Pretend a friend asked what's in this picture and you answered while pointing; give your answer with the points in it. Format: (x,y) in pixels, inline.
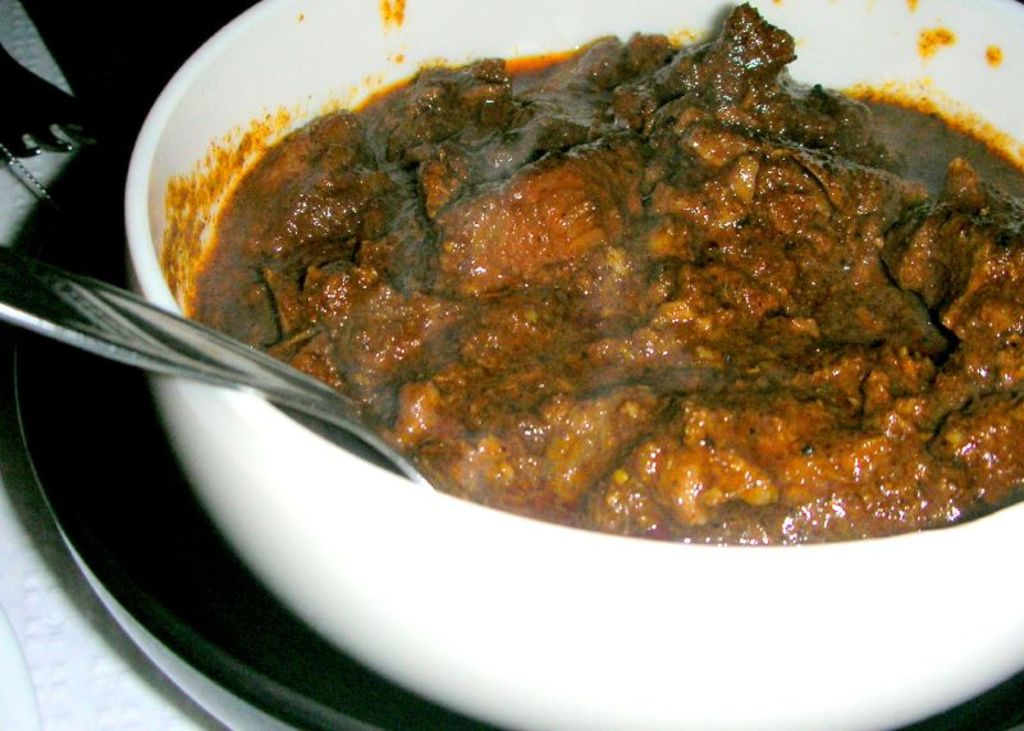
In this picture we can see a table (40,117). On the table (25,95) we can see fork (33,105), cloth (54,623), plate (78,484) and a bowl (536,463) which contains food item (516,353) with spoon (86,318).
